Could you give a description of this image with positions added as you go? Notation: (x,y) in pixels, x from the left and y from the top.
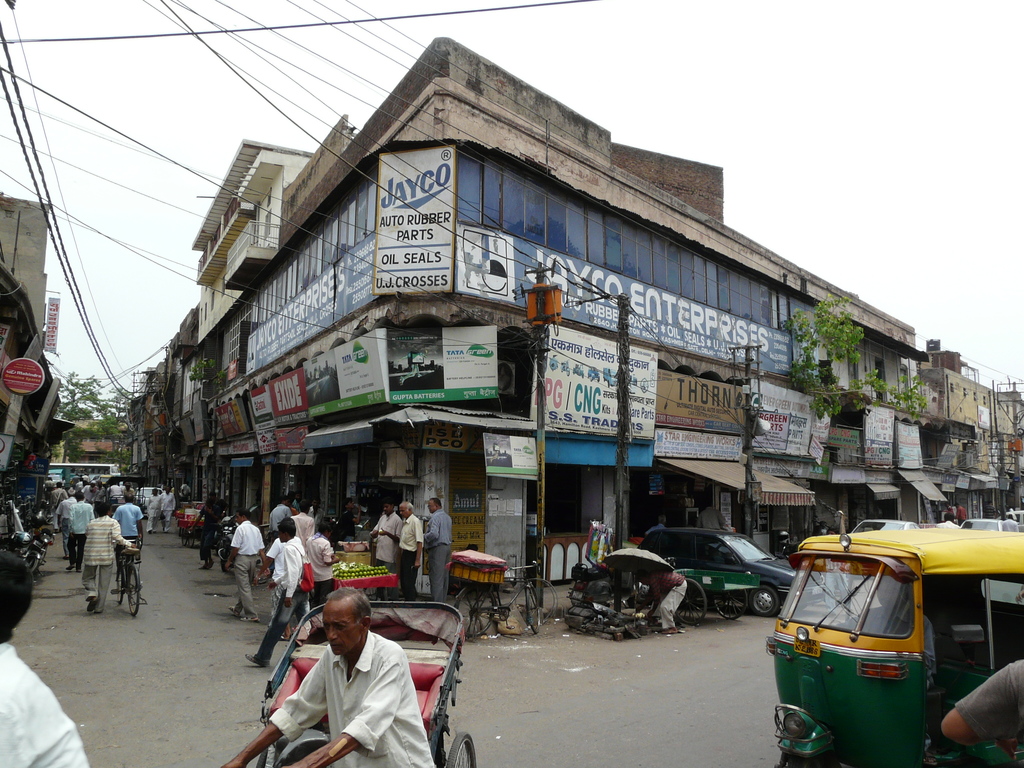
In the image on the road (561,683) there are many people (131,503) and also there are few vehicles (761,553). There is a building (771,293) with walls (505,523), windows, posters (415,275), banners (685,326) and stores (454,542) with name boards (483,341). Also there are electrical pole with wires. There are fruits (346,574) on the vehicle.
